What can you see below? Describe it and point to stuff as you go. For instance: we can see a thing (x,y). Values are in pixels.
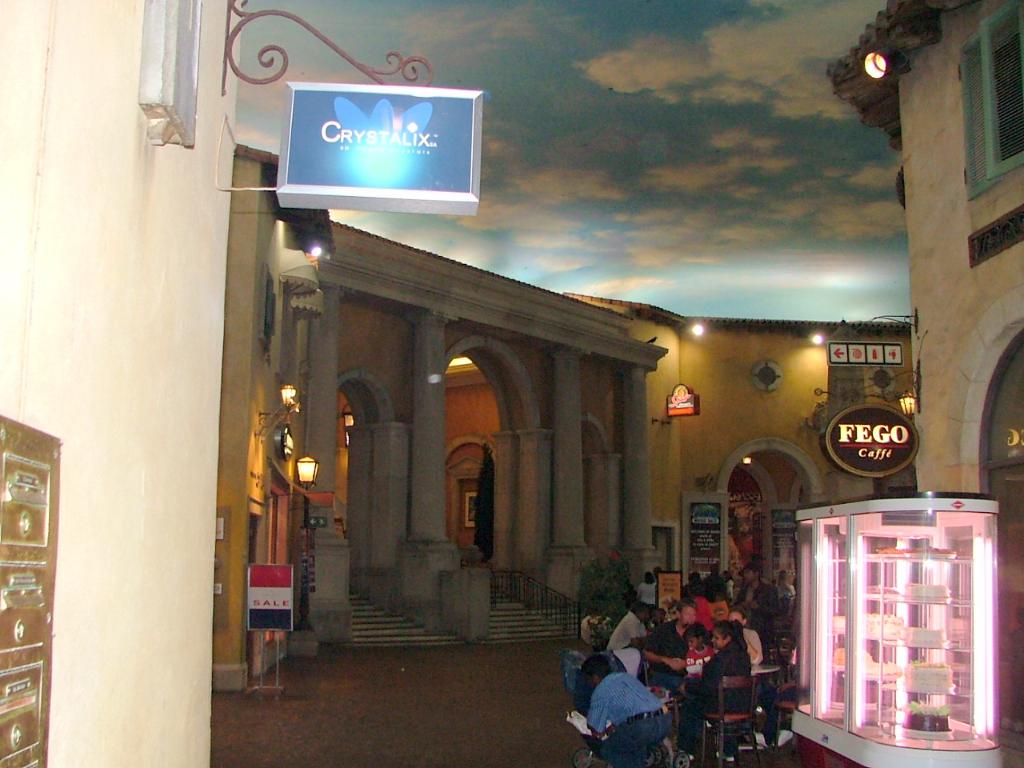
In this image, we can see buildings (544,347). There is board (396,129) on the wall (178,201). There are some persons (739,612) at the bottom of the image (730,647). There is a display counter (946,620) in the bottom right of the image (956,723). There is a pole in front of the wall (266,493). There are clouds (711,100) in the sky (713,38). There is a locker (13,647) in the bottom left of the image (42,577).
